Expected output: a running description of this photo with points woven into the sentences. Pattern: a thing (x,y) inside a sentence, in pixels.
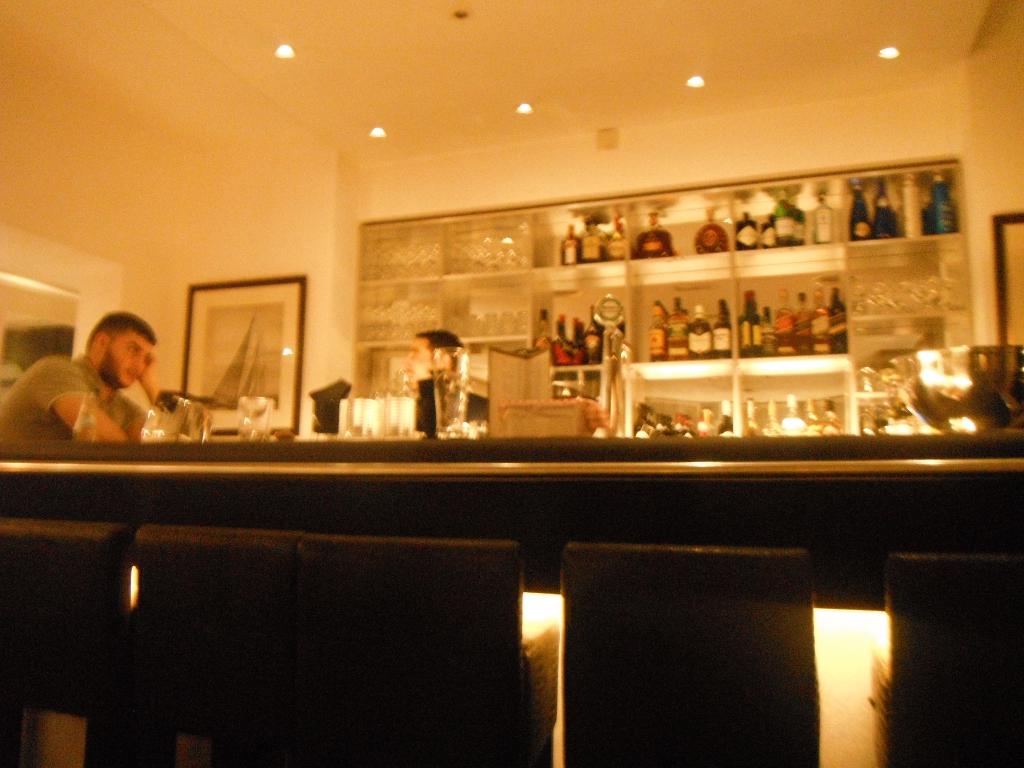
In the image we can see there are people (145,381) wearing clothes (63,367). Here we can see shelves (772,270), on the shelves (768,379) there are many bottles of different sizes (715,337). Here we can see frame (237,307) stick to the wall (291,235) and there are lights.
